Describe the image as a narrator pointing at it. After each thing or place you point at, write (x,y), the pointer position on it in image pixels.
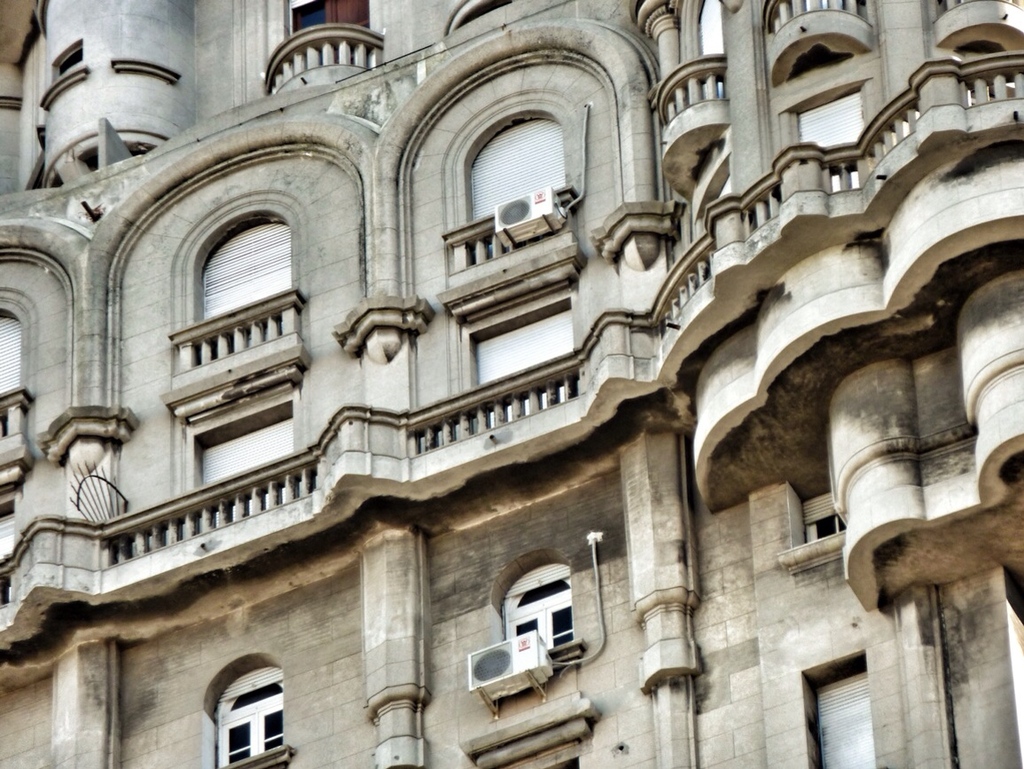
This image is taken outdoors. In this image there is a building (519,262) with a few walls (418,597), windows (258,699), railings (129,525), balconies (248,511) and air conditioners (534,211).
